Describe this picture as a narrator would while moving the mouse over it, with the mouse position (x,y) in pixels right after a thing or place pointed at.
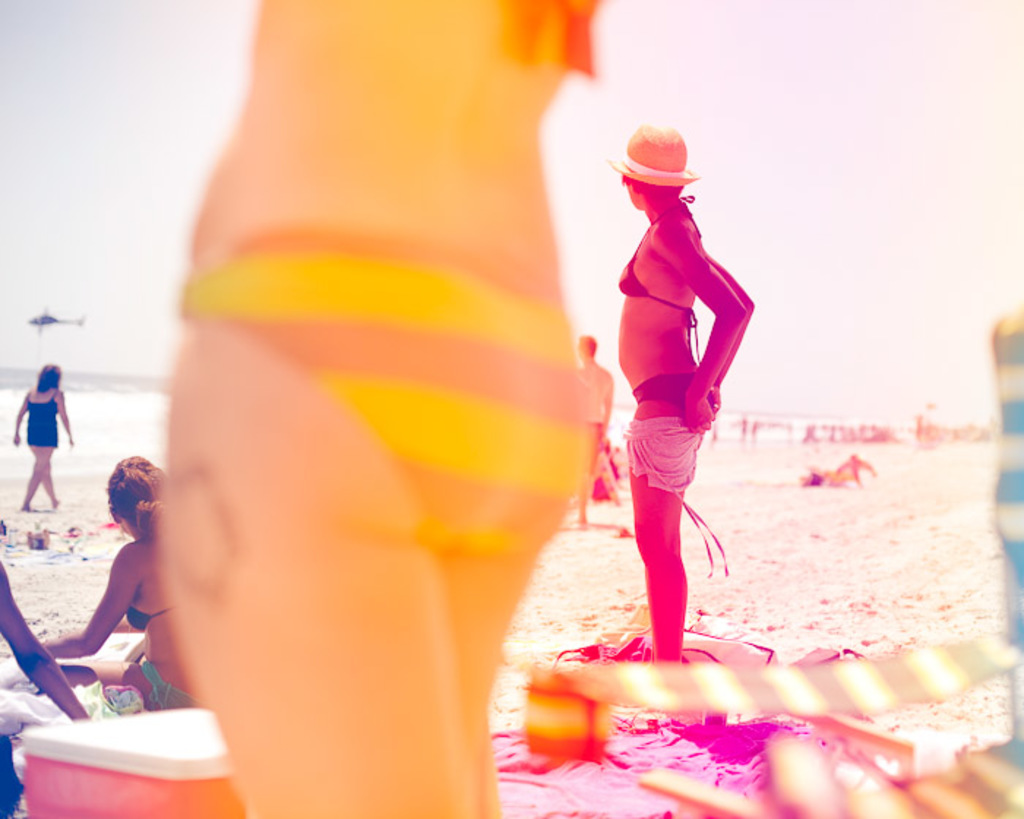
In this image there are few people (54,380) on the sea shore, there is a helicopter (51,318) over the water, chairs (779,760), a box (207,794) and the sky (44,350).
